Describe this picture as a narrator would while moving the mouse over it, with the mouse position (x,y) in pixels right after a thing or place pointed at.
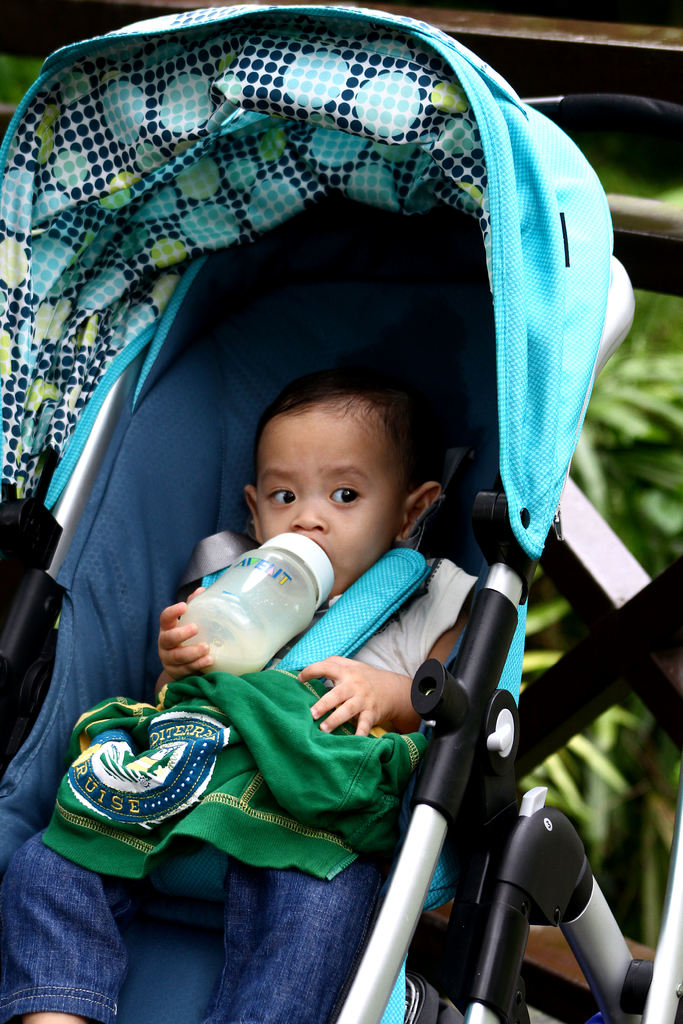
In this image, in the middle (236,623) there is a small stroller (530,508) in which there is a kid (305,679) sitting and holding a milk bottle (239,633) which is in white color, in the background (627,439) there are some green color plants (628,486).
